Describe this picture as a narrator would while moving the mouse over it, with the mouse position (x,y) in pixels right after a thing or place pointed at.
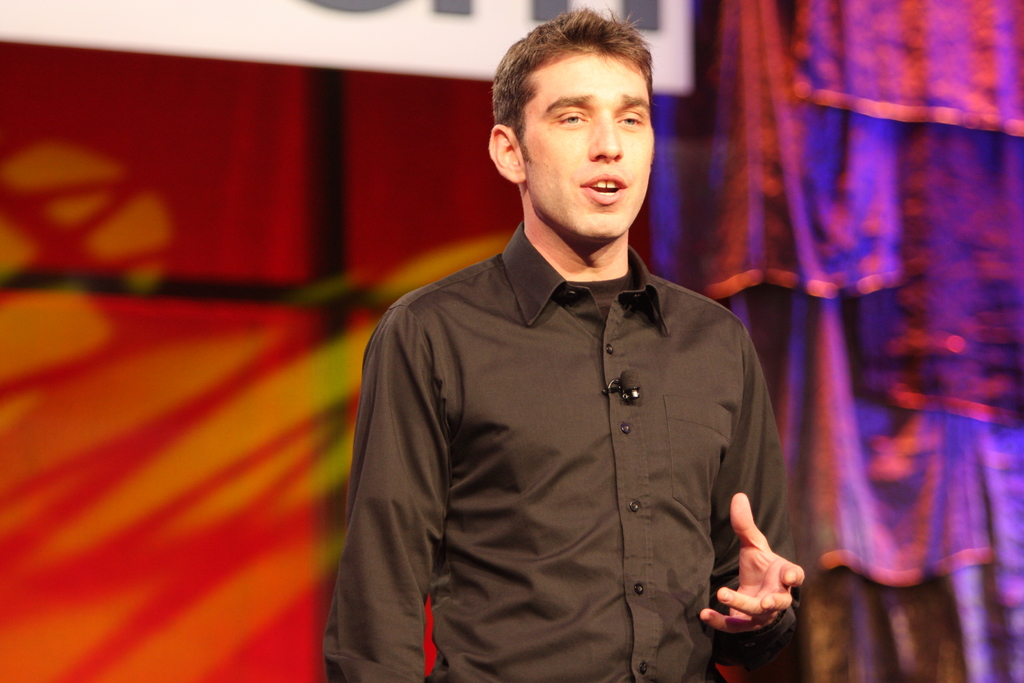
In this image in the front (562,426) there is a man (600,463) standing and speaking. In the background (731,180) there is a curtain (860,278) on the right side (878,273) which is visible and on the top (331,31) there is a white board (392,25) with some black object (448,11) on it.
